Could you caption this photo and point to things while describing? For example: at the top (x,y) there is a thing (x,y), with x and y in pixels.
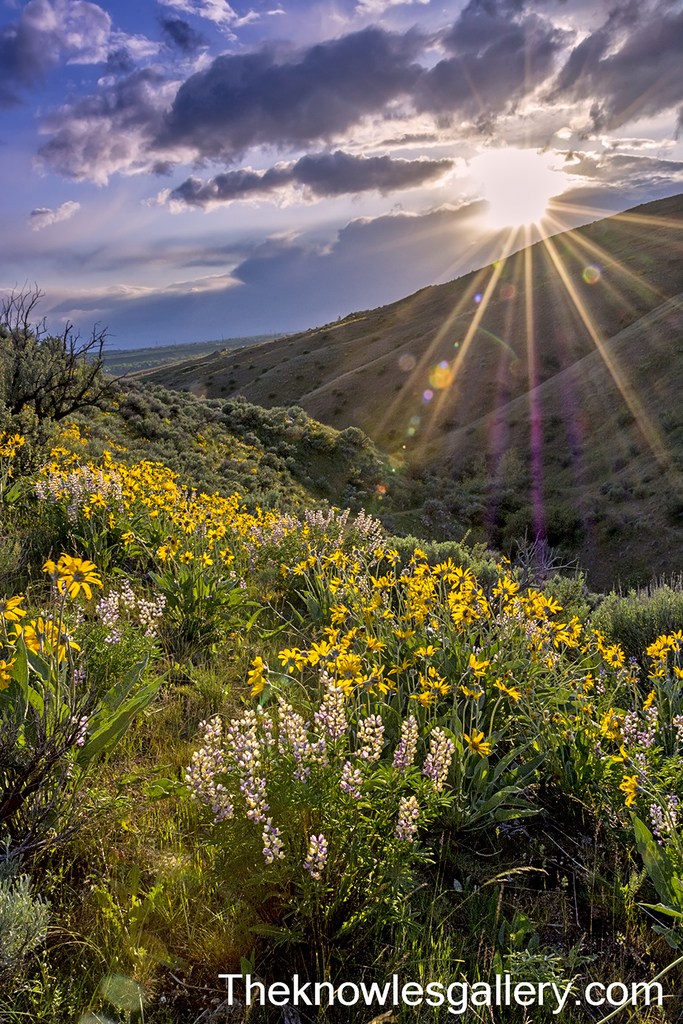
In this picture we can see few plants (363,698), flowers (437,763), trees (504,503) and hills (398,445), in the background (369,216) we can see clouds (363,120) and the sun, in the bottom right hand corner (478,1002) we can see some text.
